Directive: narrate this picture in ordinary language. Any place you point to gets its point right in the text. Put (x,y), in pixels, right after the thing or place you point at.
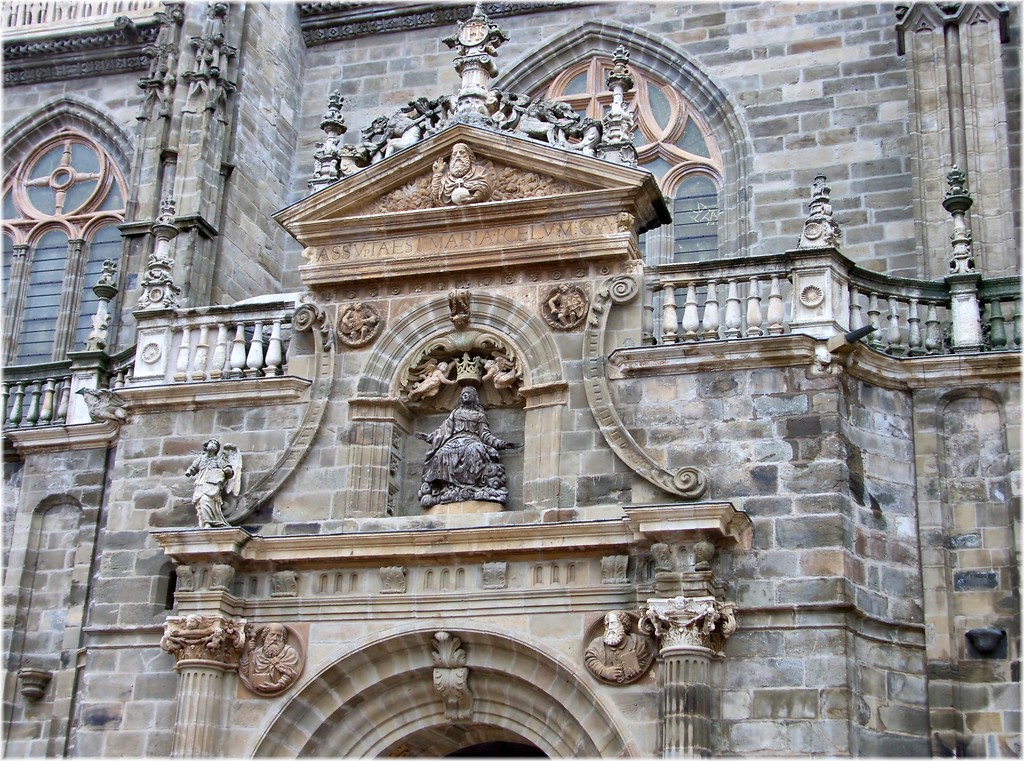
This image consists of a building (341,208) on which there are many many sculptures (427,367) and statues (509,364) kept. At the bottom (472,732), there is an arch (358,687) along with pillars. The walls (796,371) are made up of rocks (53,565).
